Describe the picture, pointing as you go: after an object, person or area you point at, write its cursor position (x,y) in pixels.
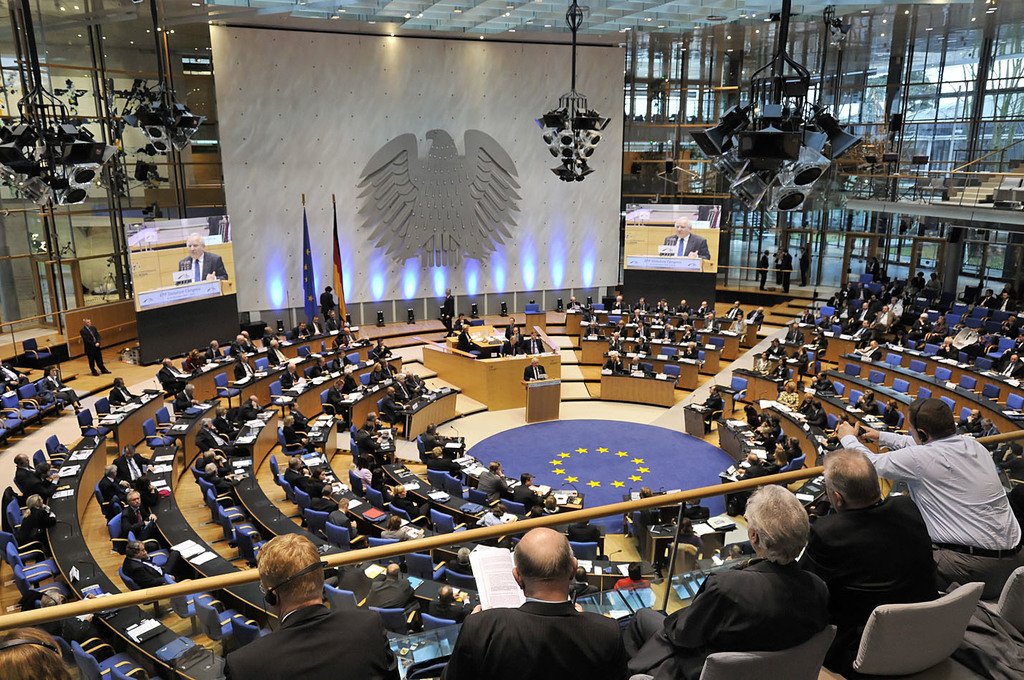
This is looking like a conference hall (652,482). There are many people (316,491) sitting on chairs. In front of them there are desks (247,474). On the desk (274,506) there are papers (157,459), folders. In the foreground (301,621) few people (721,576) are sitting on chair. They are holding papers (482,568). These are speakers (728,126). In the background (161,263) there are two screens (652,222). In the middle (438,247) there is a logo (427,196) on the screen (316,254). There are flags (311,268) over here. There is glass wall (948,103) is surrounding the building (847,101). On the ceiling (412,25) there are lights (372,21).
